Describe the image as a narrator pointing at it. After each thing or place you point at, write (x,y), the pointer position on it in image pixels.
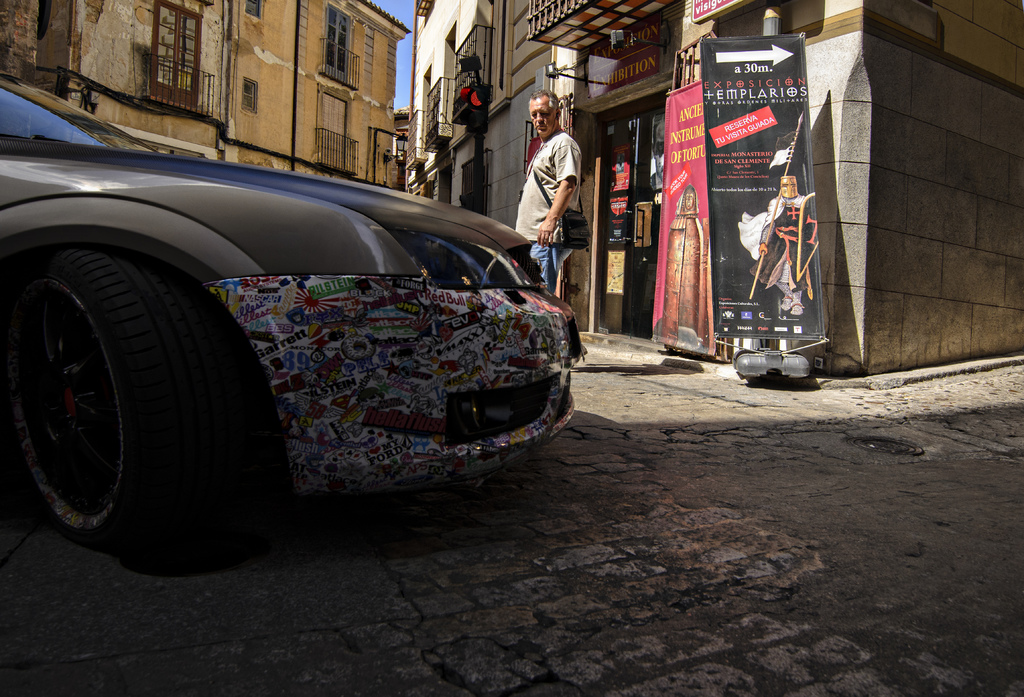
In front of the image there is a car (406,352), behind the car (526,349) there is a person (552,198) standing, behind the person (556,164) there are banners (688,212) and display boards (714,148) in front of the shop (648,184) with glass door (648,201), on the door (640,162) there are posters (621,161) attached. In the background of the image (494,192) there are traffic lights (476,125) and buildings (388,78).
